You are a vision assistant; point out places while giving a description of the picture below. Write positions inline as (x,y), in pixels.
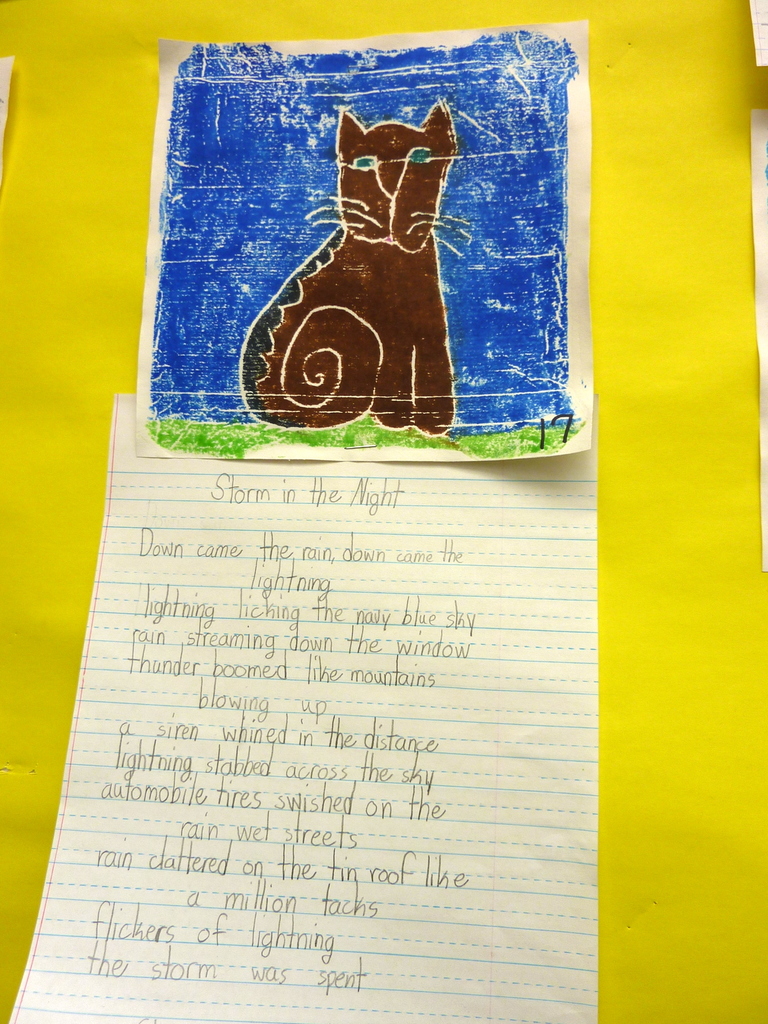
Something written on this paper (429,678). Here we can see a drawing (540,368) on this paper (231,248). Background (757,734) it is in yellow color.
